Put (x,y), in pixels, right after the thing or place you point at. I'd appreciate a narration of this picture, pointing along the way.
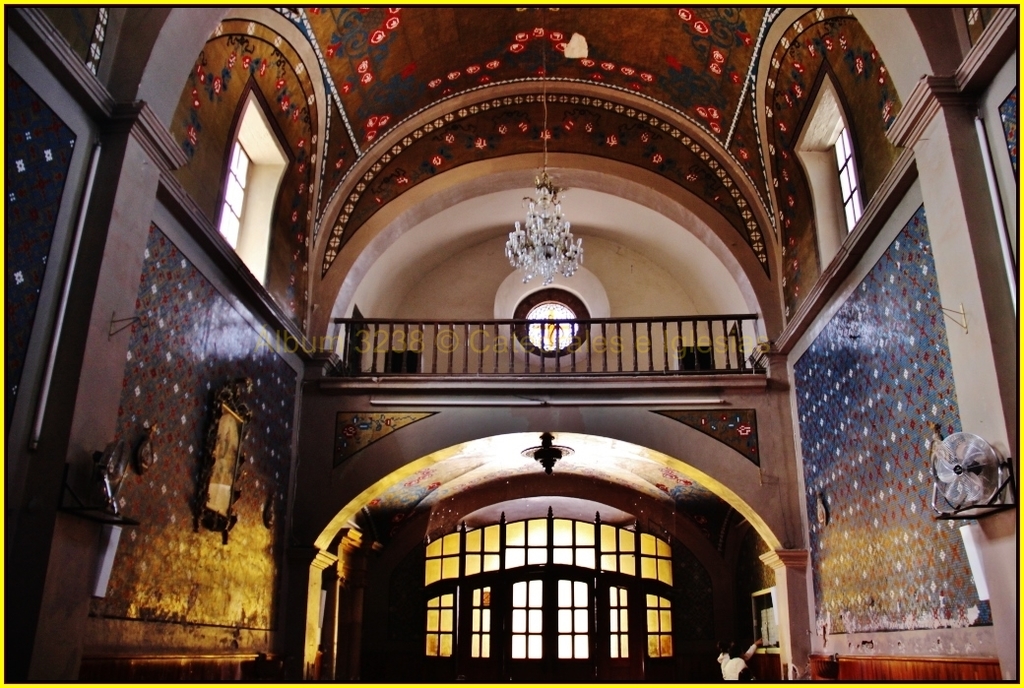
I think this picture was taken inside the building (779,585). These are the pillars (958,146). I can see a fan (953,501), which is attached to the wall (912,475). This looks like a chandelier (538,231), which is hanging to the roof (556,42). I think this is a window (551,541) with a glass doors (577,617). Here is a photo frame (226,460) attached to the wall (185,350). These are the windows (851,194). This looks like a wall painting (263,58).
